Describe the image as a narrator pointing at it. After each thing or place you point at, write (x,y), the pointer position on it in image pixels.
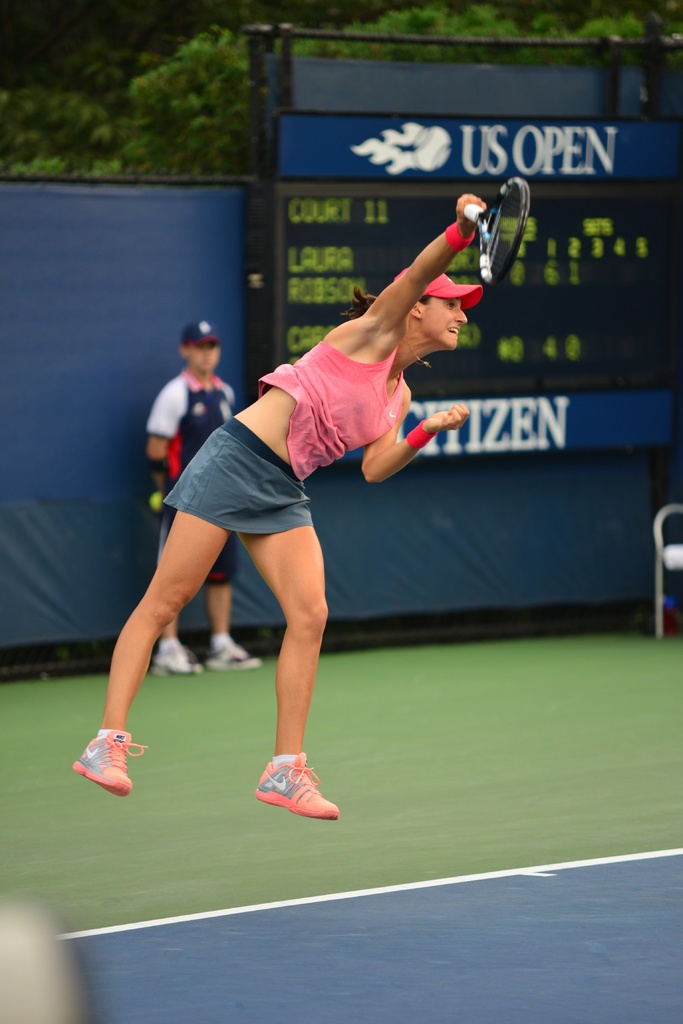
A lady (340,450) with pink color top (314,430) is jumping and hitting with the racket (503,220). This is a court (321,906). Behind her there is a man (195,397) standing. And there is a scoreboard (458,169). In the background (174,291) there is a blue color cloth (87,326) and some trees (156,104).
